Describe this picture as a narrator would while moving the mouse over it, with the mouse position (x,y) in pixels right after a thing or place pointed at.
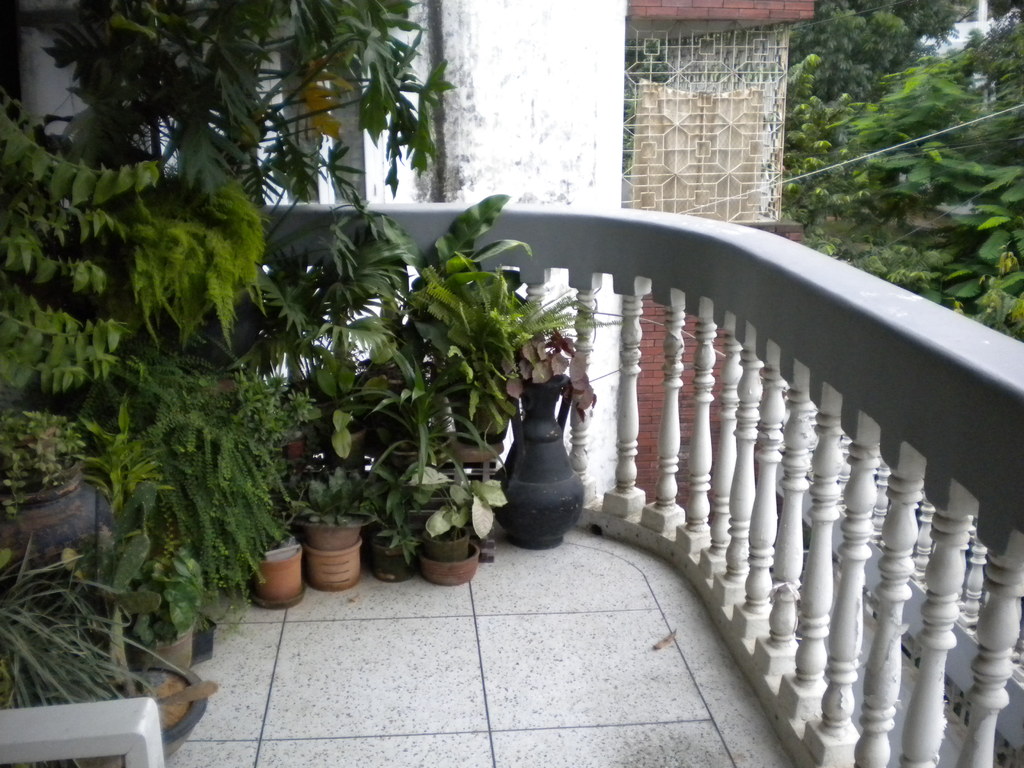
In this picture I can see there is a balcony (569,668) and there are few plants (281,398) on to left (175,306) and there are trees (882,131) on to right (876,113) and there is a building (568,107) in the backdrop (535,150).
